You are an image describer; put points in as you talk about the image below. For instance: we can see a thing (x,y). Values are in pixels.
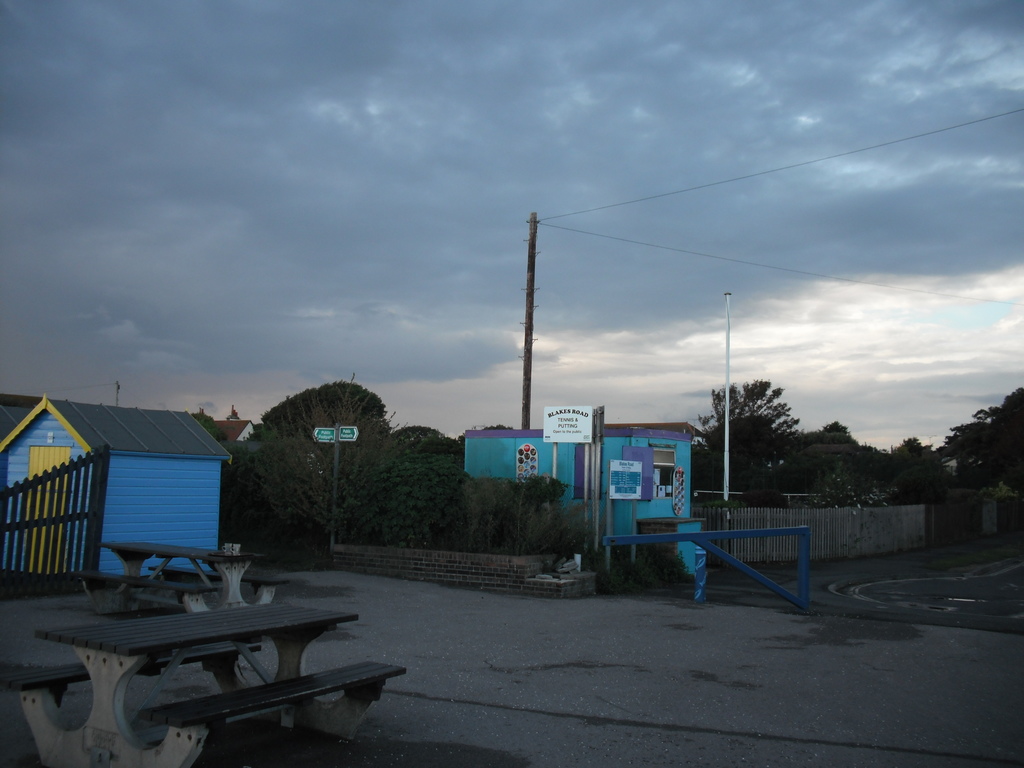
In this image I can see few benches (123,724) on the ground (358,628), the fencing (76,546), few houses (170,473), few trees (340,473), a pole (335,485), 2 boards (335,438) to the pole (336,428) and in the background (403,71) I can see the sky (374,131) and few trees (800,474).
